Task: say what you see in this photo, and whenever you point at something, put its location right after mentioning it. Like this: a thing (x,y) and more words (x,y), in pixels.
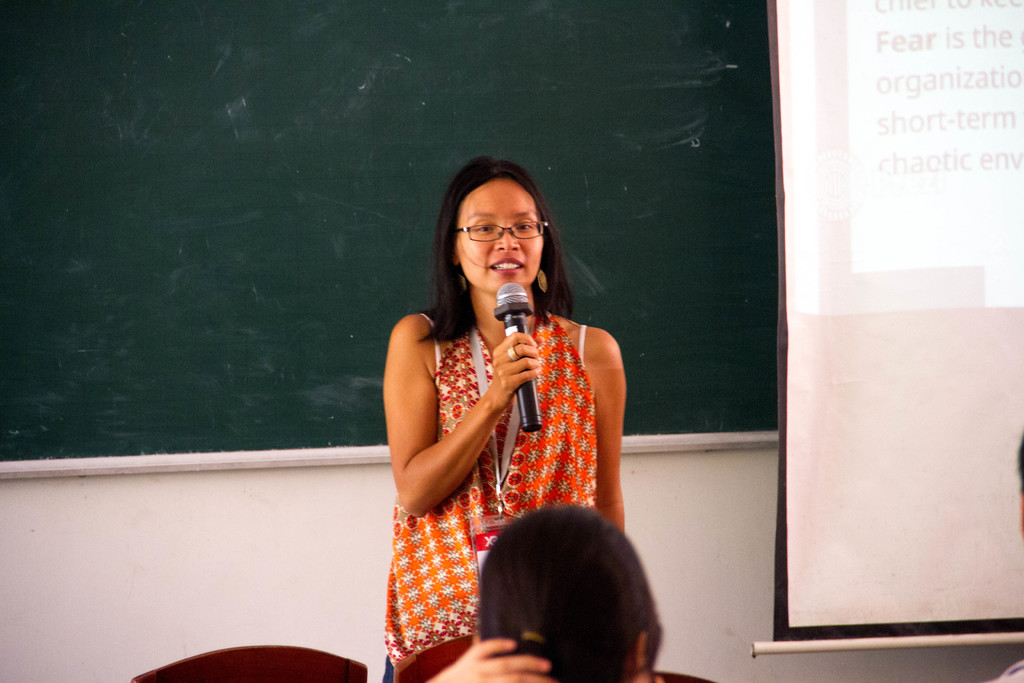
In the image we can see a woman (422,393) standing, wearing clothes (530,445), identity card (518,422), spectacles (531,229), earrings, finger ring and she is holding a microphone (526,395) in her hand (517,341), she is talking. In front of her there are people (556,660), here we can see projected screen (926,196) and the board (191,253).
